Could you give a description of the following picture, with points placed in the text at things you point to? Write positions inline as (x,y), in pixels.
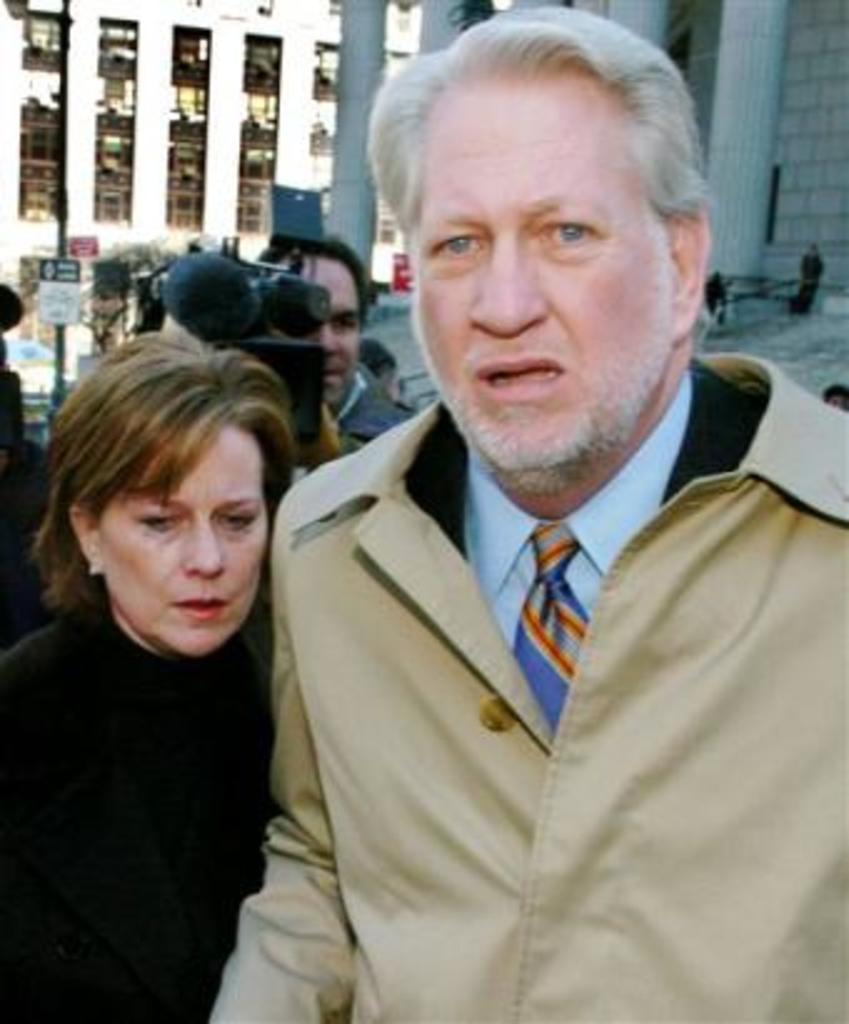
In this image I can see few people (557,626) wearing different color dresses (556,632). One person (329,318) is holding something. Back I can see few buildings (215,182), window (189,158), pillars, signboards (46,318) and trees (92,298).
